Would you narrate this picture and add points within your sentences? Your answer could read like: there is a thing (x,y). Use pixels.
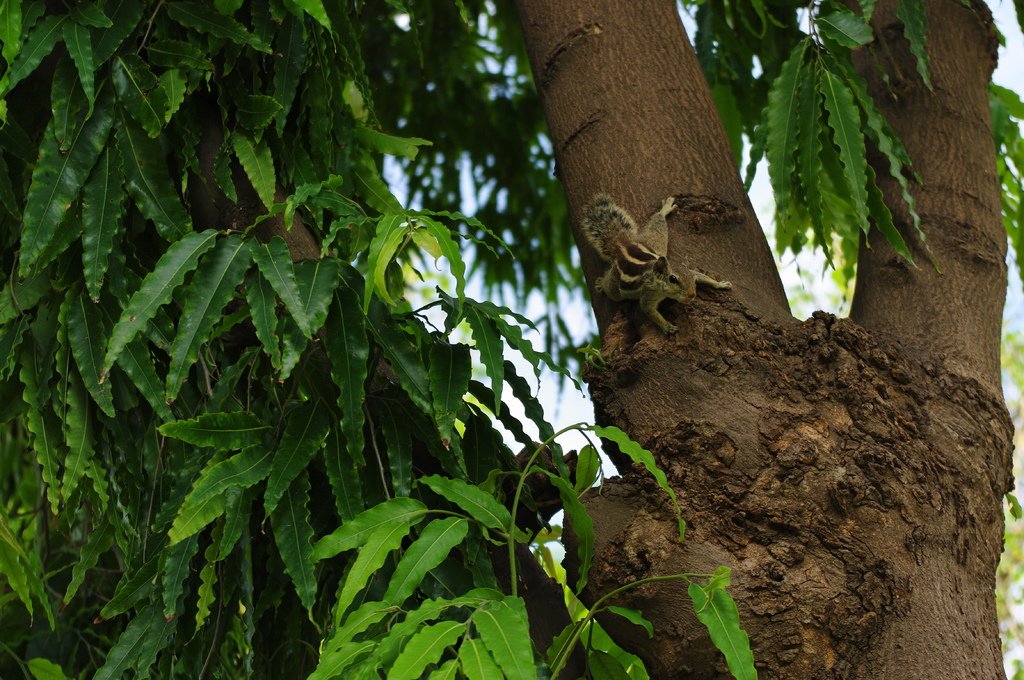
In this image there is a squirrel (684,297) on the branch (733,277) of a tree (701,297).
